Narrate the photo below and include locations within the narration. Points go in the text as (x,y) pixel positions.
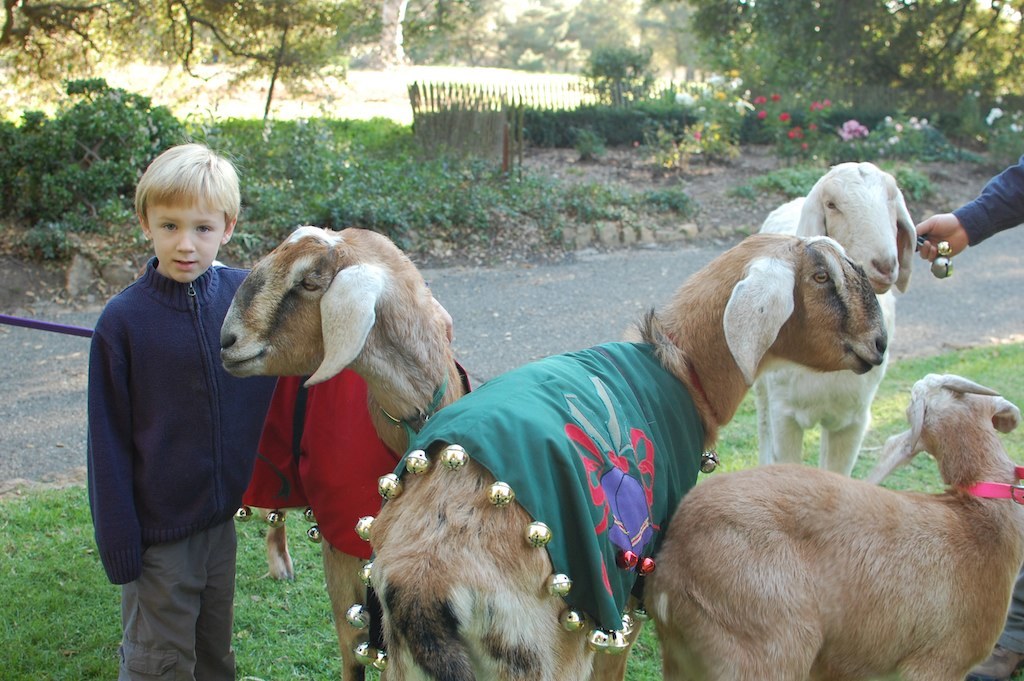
As we can see in the image there are animals (455,412), a boy (210,379) wearing blue color jacket (173,434), grass (6,627), fence (488,110) and trees (758,12).
